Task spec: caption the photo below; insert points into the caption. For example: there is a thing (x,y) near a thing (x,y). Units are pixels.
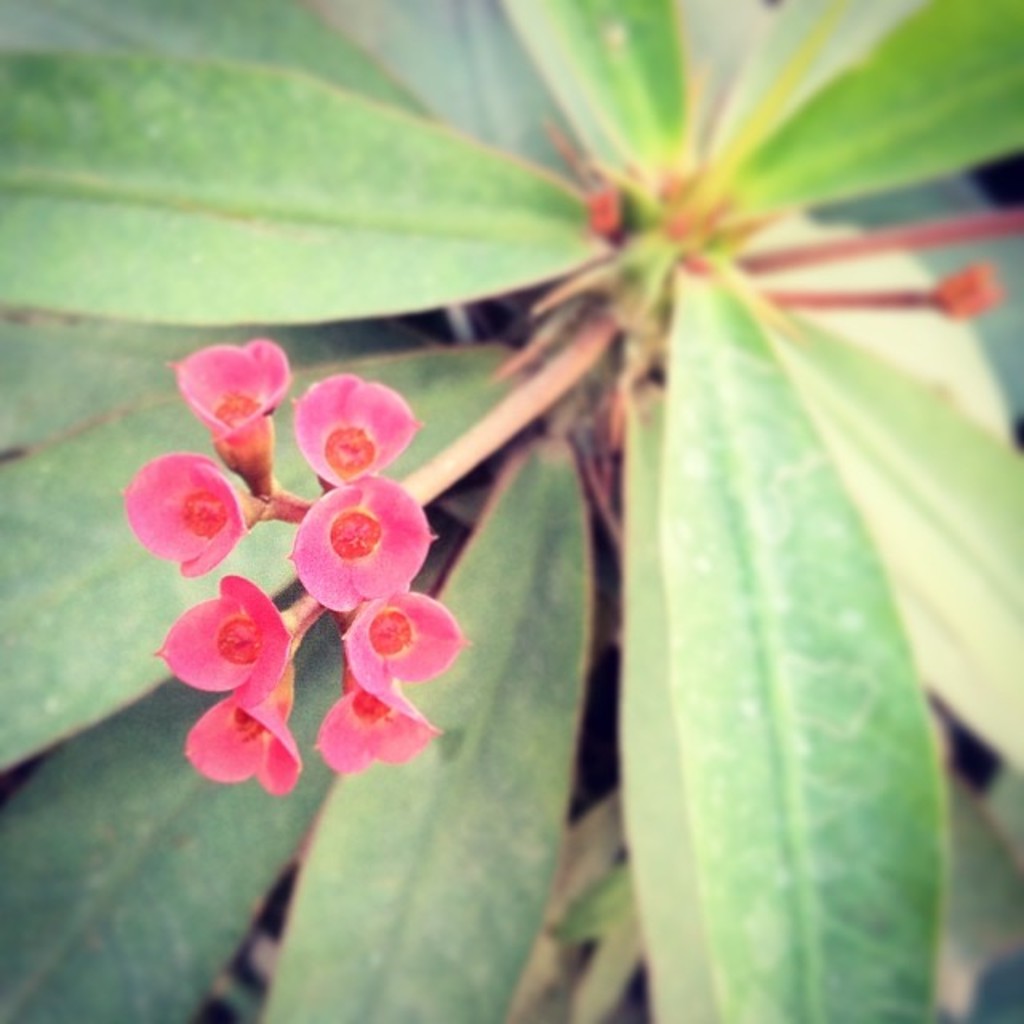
In this picture we can see a plant (365,667) with flowers (258,618) and leaves (780,188).
